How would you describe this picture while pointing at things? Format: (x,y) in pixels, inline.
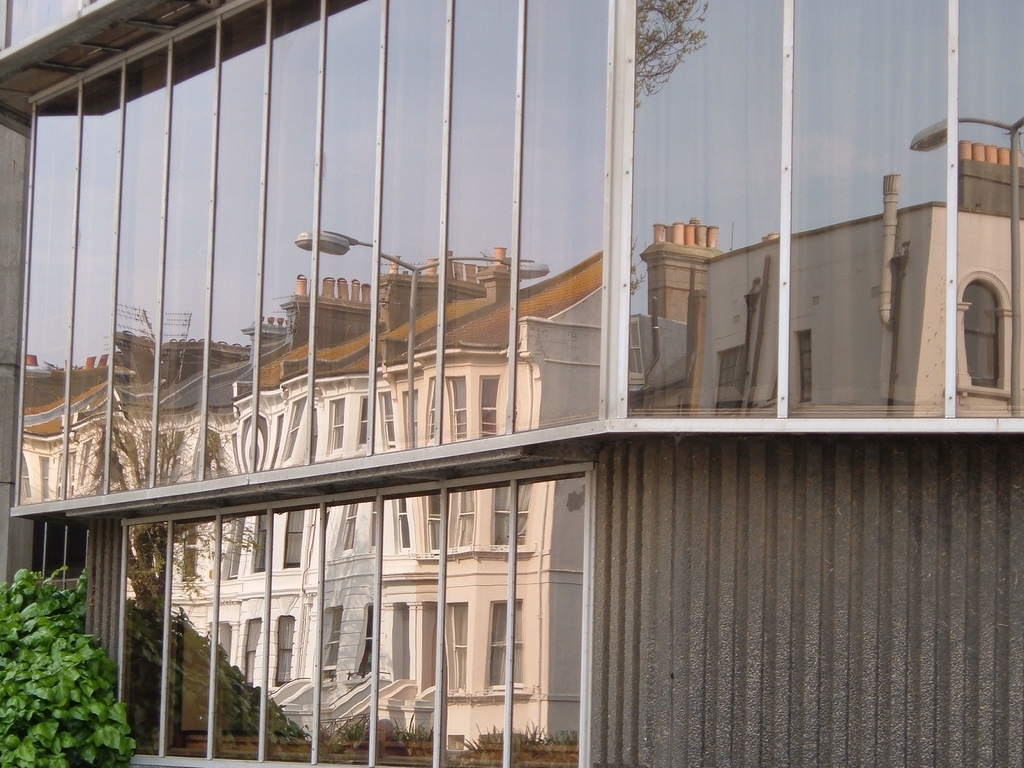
In this image we can see a building (341,339) with glass windows (881,187) and in the reflection (338,429) of the windows (400,403), one white color building (487,406) is there. Left bottom of the image (54,672) plant (33,680) is present.
